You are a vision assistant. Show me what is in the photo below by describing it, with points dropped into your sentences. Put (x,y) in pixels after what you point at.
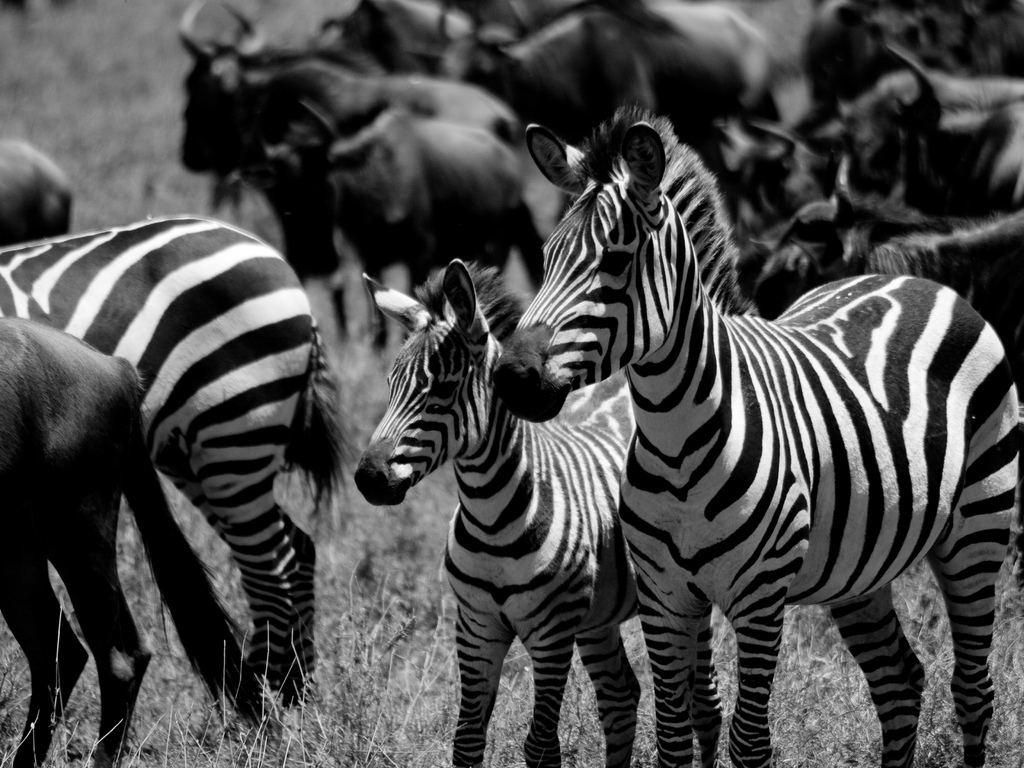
In the foreground (248,348) there are zebras (151,388), plants (318,610) and wildebeest (93,438). In the background (807,118) we can see wildebeest (873,100).
